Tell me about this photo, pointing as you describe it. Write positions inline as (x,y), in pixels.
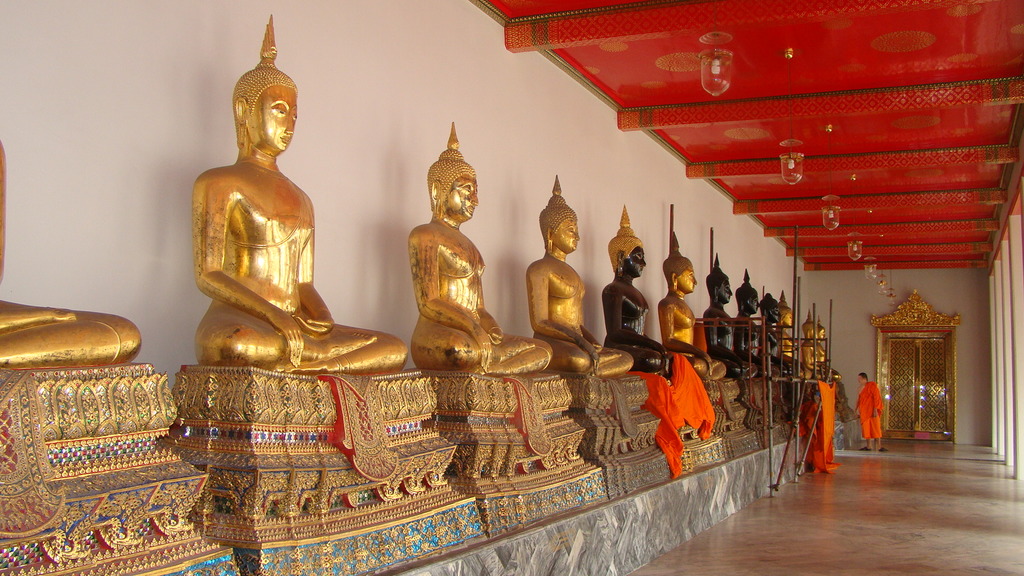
In this picture we can see some statues (272,373) which are arranged in row, there is a person (864,433) wearing orange color dress (872,399), standing and top of the picture (813,129) there are some lights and there is roof (900,15).
